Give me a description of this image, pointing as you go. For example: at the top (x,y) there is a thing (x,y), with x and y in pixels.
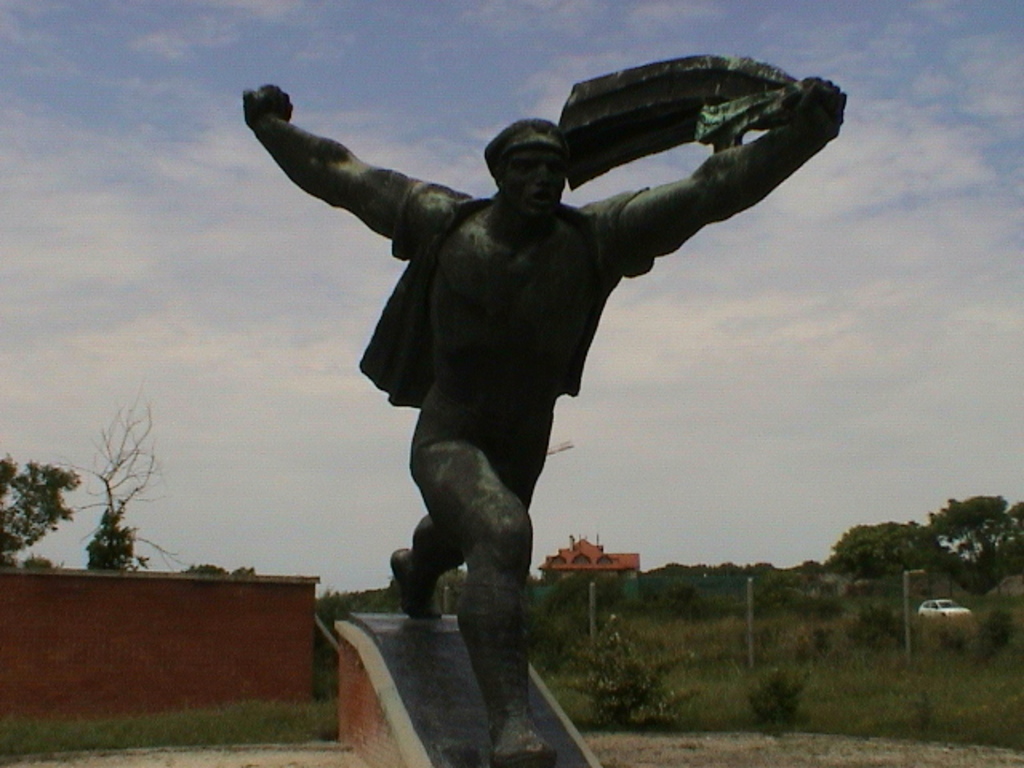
In the image there is a statue of a man (519,380) on the platform (433,640). Behind the statue (520,681) on the ground (578,632) there are plants (556,681) and grass (859,683). And there are trees (940,588) in the background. Behind the trees (572,588) there is a house (567,552) with roofs (579,548). In between the plants (950,642) there is a white color car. On the left side of the image (110,593) there is a wall (176,597). Behind the wall (113,587) there are trees (123,505). At the top of the image (803,26) in the background (45,327) there is a sky (795,318) with clouds (211,262).
